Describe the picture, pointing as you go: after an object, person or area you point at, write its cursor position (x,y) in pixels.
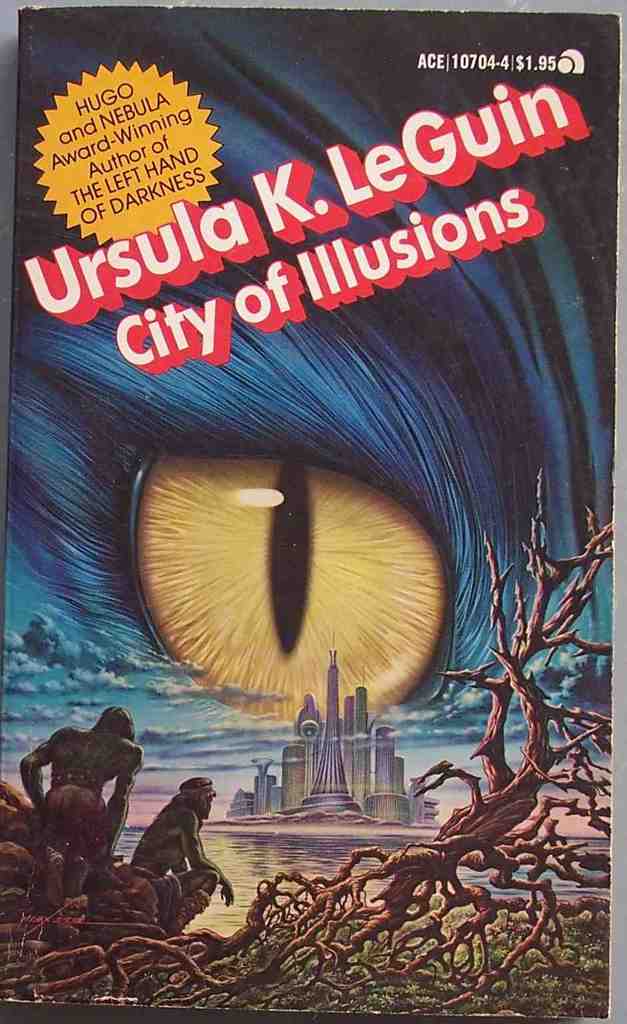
In this image we can see the poster (290,577) on which we can see an eye (319,574), people (66,821), building (260,805), trunk (519,842) and some text (359,280) written on it.
